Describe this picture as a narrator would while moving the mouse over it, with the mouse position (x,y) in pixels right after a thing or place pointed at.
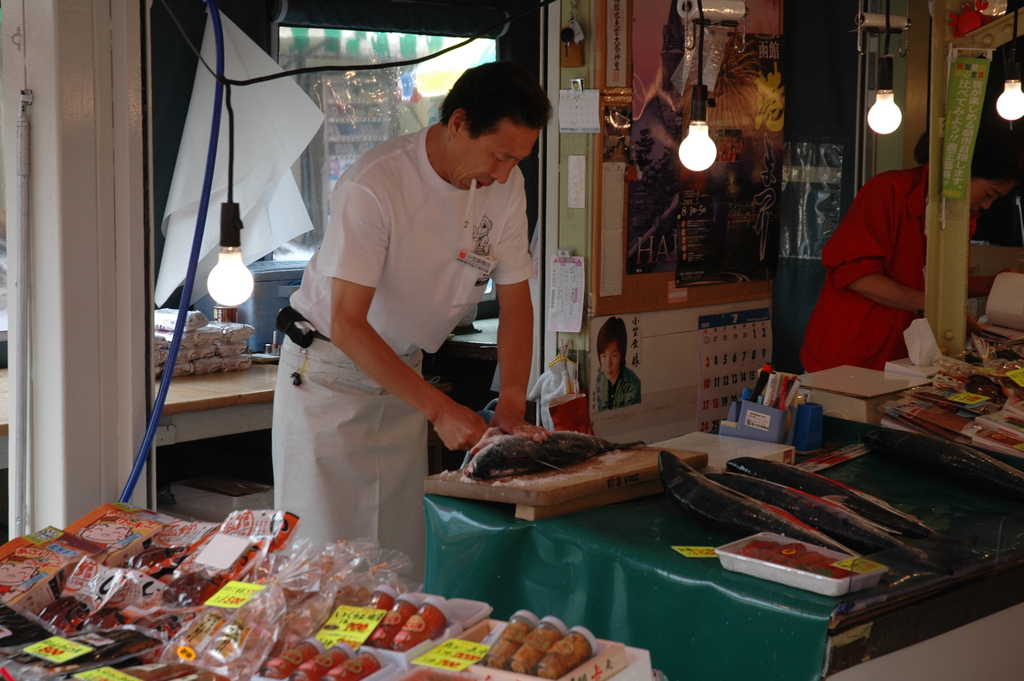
The man (405,216) in the middle of the picture (422,279) wearing white T-shirt (422,226) is cutting fish (573,451). In front of him, we see a table (667,532) which is covered with green color sheet (694,599). On the table (670,519), we see fishes (786,464), plastic box (764,411), papers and books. Beside that, we see many jam bottles (295,653) and sauce bottles (546,654) are placed on the table (263,633). Behind him, we see a glass door (330,176) and a wall (582,257) on which many posters (708,251) are pasted. At the top of the picture (701,102), we see lights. This picture might be clicked in the market (73,503).
